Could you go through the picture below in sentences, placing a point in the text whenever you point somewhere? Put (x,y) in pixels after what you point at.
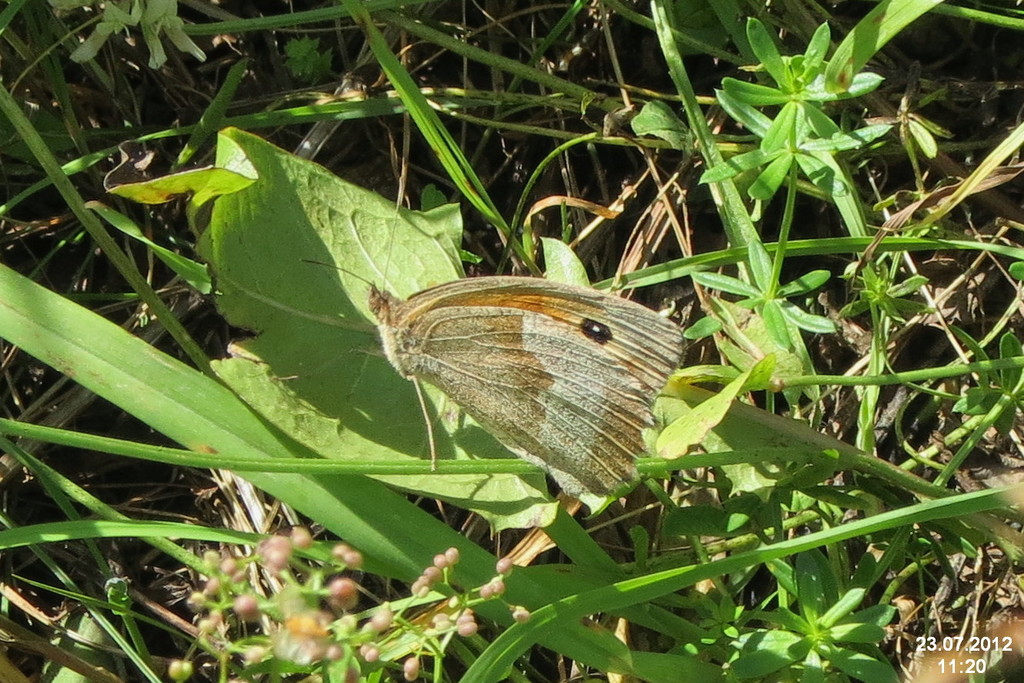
In the foreground of this picture (538,449), there is a butterfly (398,355) on the leaf (314,319). In the background (288,112), we can see the grass (335,111) and the plants (779,171).
